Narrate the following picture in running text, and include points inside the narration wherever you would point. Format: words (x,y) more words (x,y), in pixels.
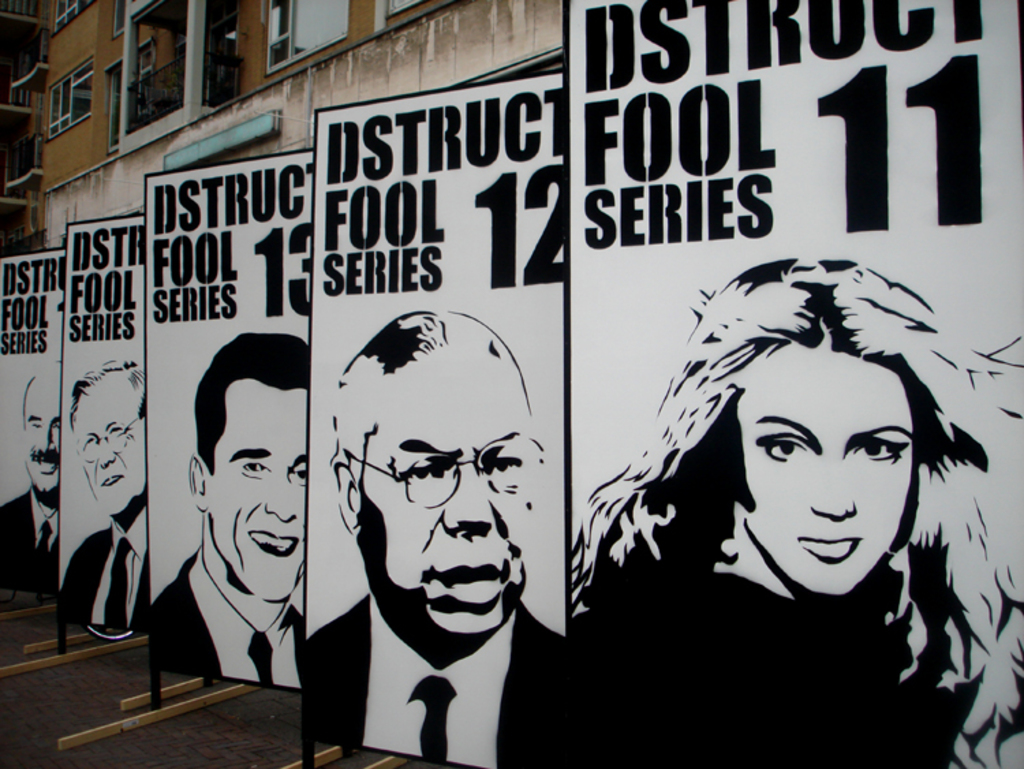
In this image, we can see boards (358,229) with some text (73,336) and pictures (113,393) of persons (481,361). In the background (363,4), there is a building (283,128) and we can see windows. At the bottom (93,693), there is a road (177,759).
